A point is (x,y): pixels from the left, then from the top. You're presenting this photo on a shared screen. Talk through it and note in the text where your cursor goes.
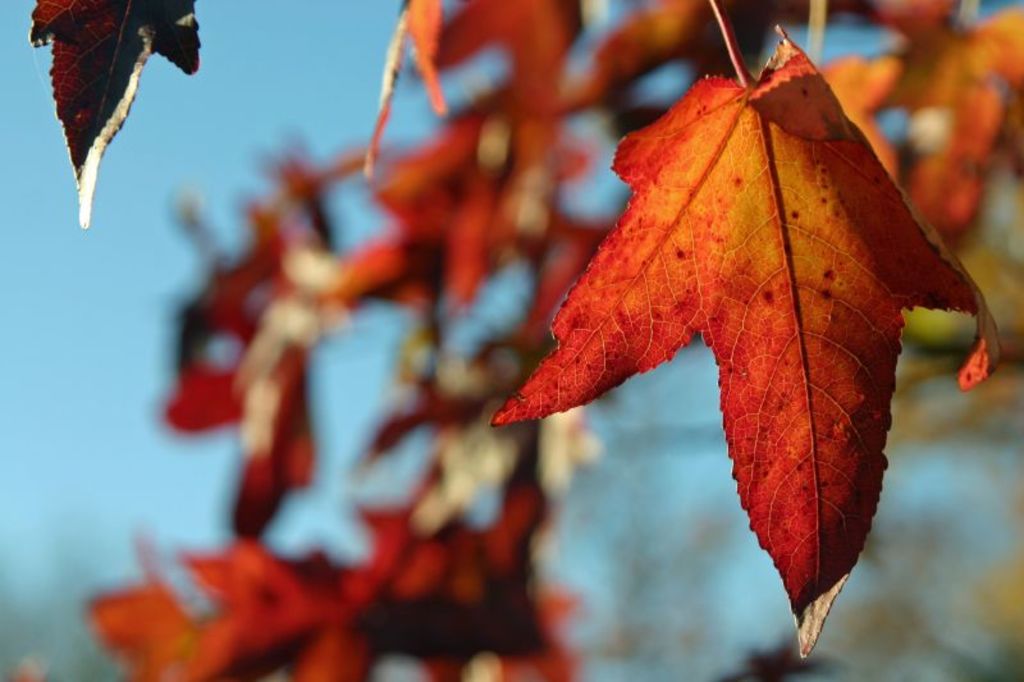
In the center of the image (662,339) we can see one leaf (844,306), which is in red and yellow color. At the top left side of the image (101,40), we can see one more leaf (117,53). In the background (478,223), we can see it is blurred.
